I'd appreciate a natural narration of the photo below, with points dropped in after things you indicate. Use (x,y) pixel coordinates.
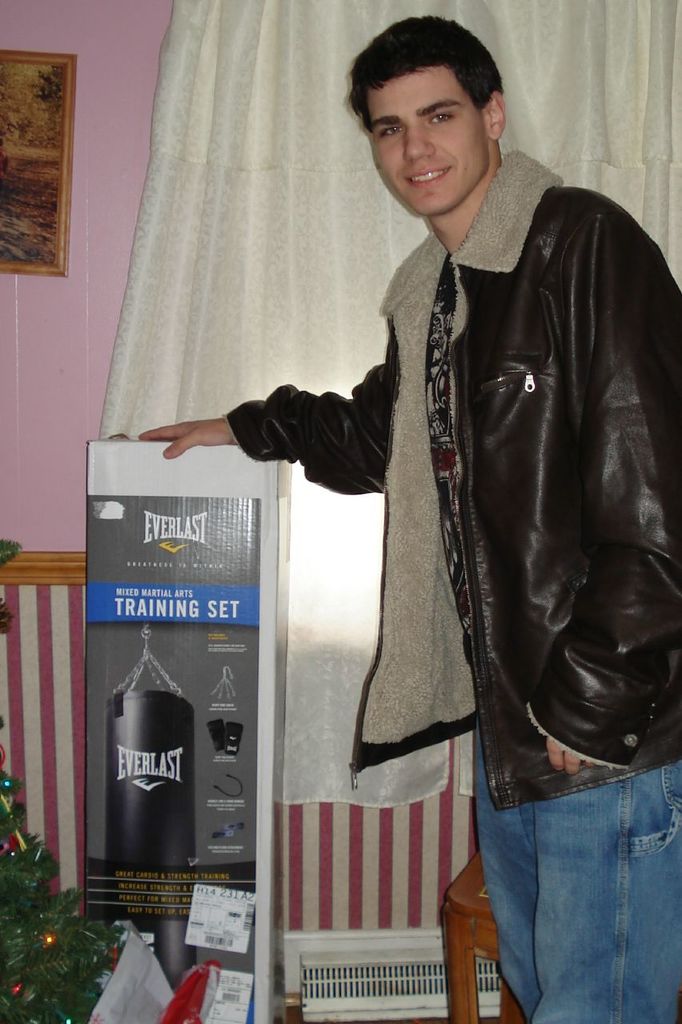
In this image I can see a person (379,138) standing wearing brown blazer (569,716), blue pant (574,816) holding a cardboard box (134,504). Background (264,251) I can see a curtain (260,267) in white color and wall (53,364) in pink color, I can also see a frame (60,138) attached to the wall (92,138).
